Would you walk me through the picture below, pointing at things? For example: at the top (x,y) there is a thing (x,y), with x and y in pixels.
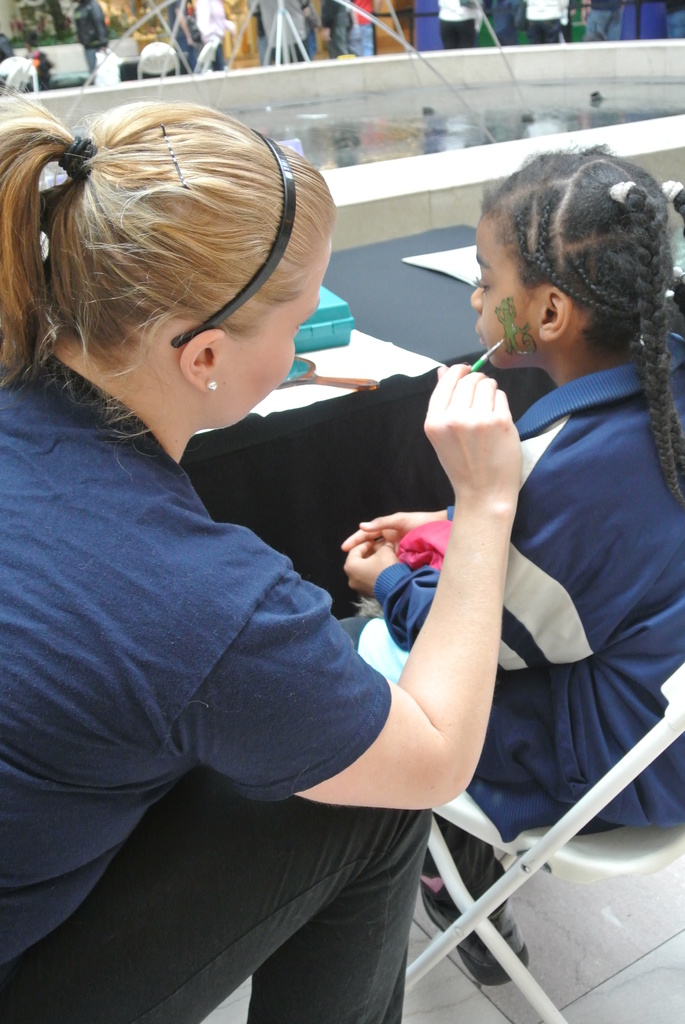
In this image we can see a girl (563,300) and a woman (127,779) is sitting. The woman (472,447) is drawing tattoo (514,339) on the cheek (507,304) of the girl (495,312). In the background (400,444), we can see table (359,441), papers (310,397), mirror (306,375), box (328,326) and cloth (381,266). At the top of the image (419,126), it seems like fountain (66,93) is present. Behind, the fountain (392,6), we can see people (442,29) and chairs (143,50).
